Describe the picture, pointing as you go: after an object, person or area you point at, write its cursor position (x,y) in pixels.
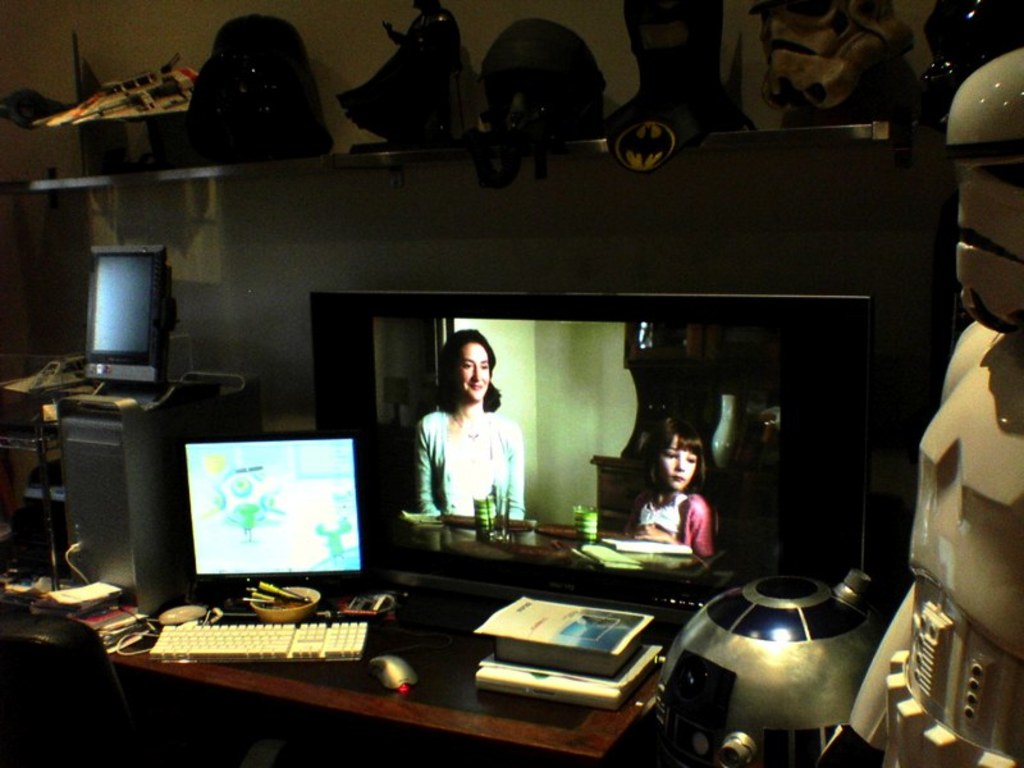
In this image there are two screen (581,419) on the table (332,591) having keyboard (221,648), mouse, books (525,647) on it. At the left side (97,455) there is a CPU (108,440) on it there is another monitor (140,349). Top of image (894,3) there are few toys (905,44). At the right side (1003,67) there is a robot (939,740).
